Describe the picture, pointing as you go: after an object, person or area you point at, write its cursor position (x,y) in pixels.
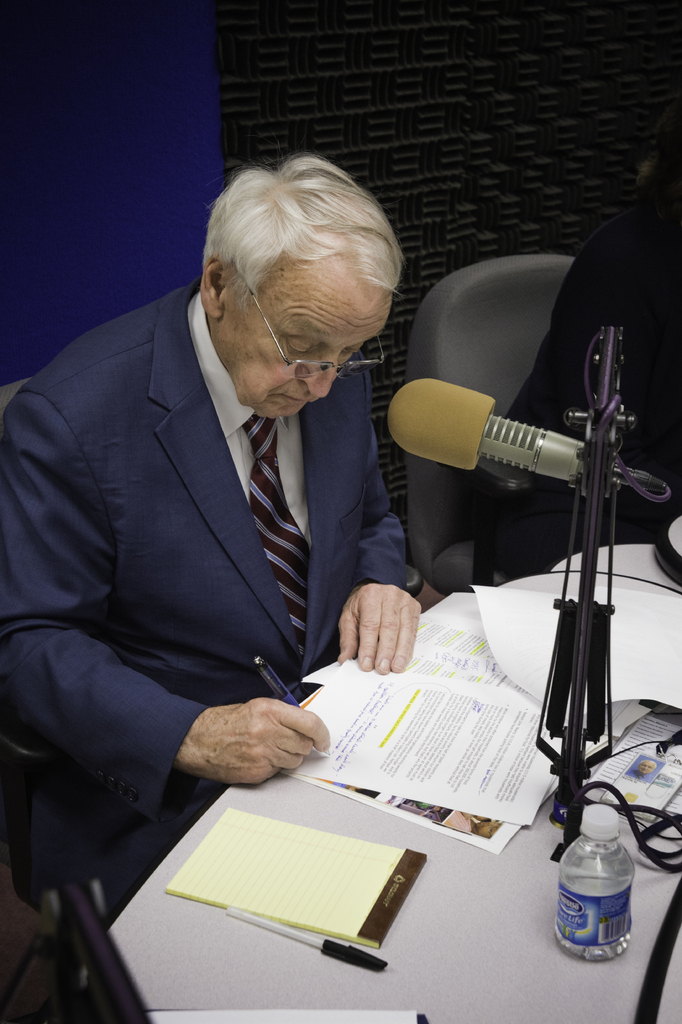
In this picture we can see two persons (321,532). There is a man (265,389) sitting on the chair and writing on the paper (441,743). There is a table (529,969). On the table (535,879) we can see a book (324,881), bottle (573,868), papers (326,1018), pen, and a mike (475,447). In the background (441,194) there is a wall (74,94).
